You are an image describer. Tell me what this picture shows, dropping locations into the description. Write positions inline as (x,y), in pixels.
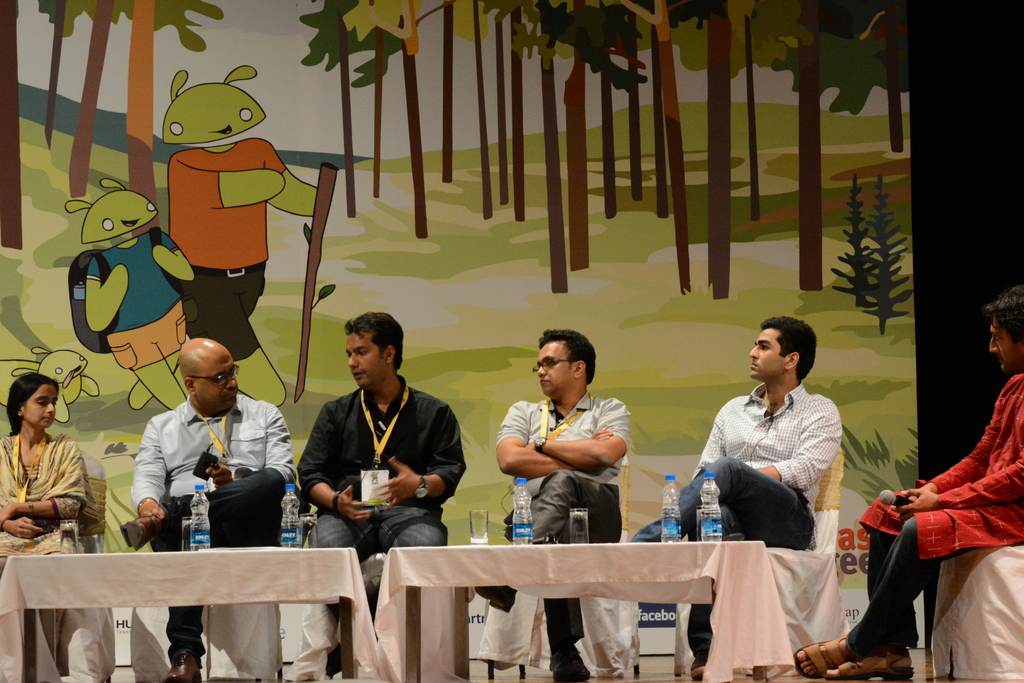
There are so many peoples (140,542) are sat on the chair (784,572). In this image, we can see 2 tables (314,567). On top of it, there is a water bottles (208,512), glasses (580,529). In the left side of the image (63,506), a woman (59,493) wear a dress (44,494). At the background (126,302), we can see a animated banner (441,279).
